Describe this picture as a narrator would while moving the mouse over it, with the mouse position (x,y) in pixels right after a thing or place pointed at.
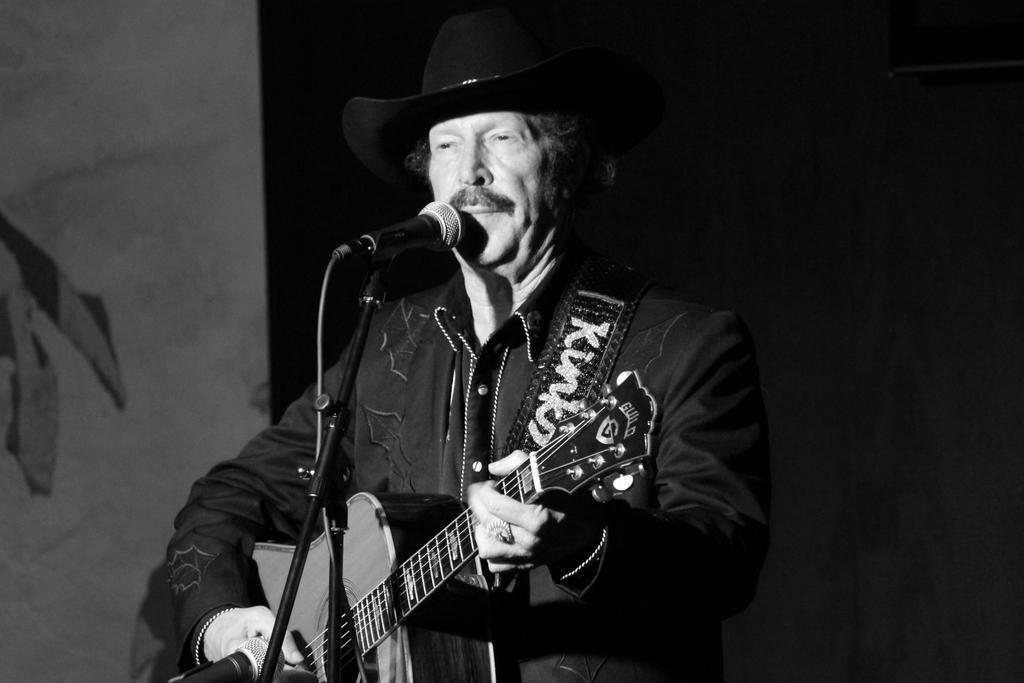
This person (578,240) standing and playing guitar (466,526) and wear black color hat (503,78), in front of this person (432,320) there is a, microphone (226,674) with stand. On the background (252,136) we can see wall (205,151).
